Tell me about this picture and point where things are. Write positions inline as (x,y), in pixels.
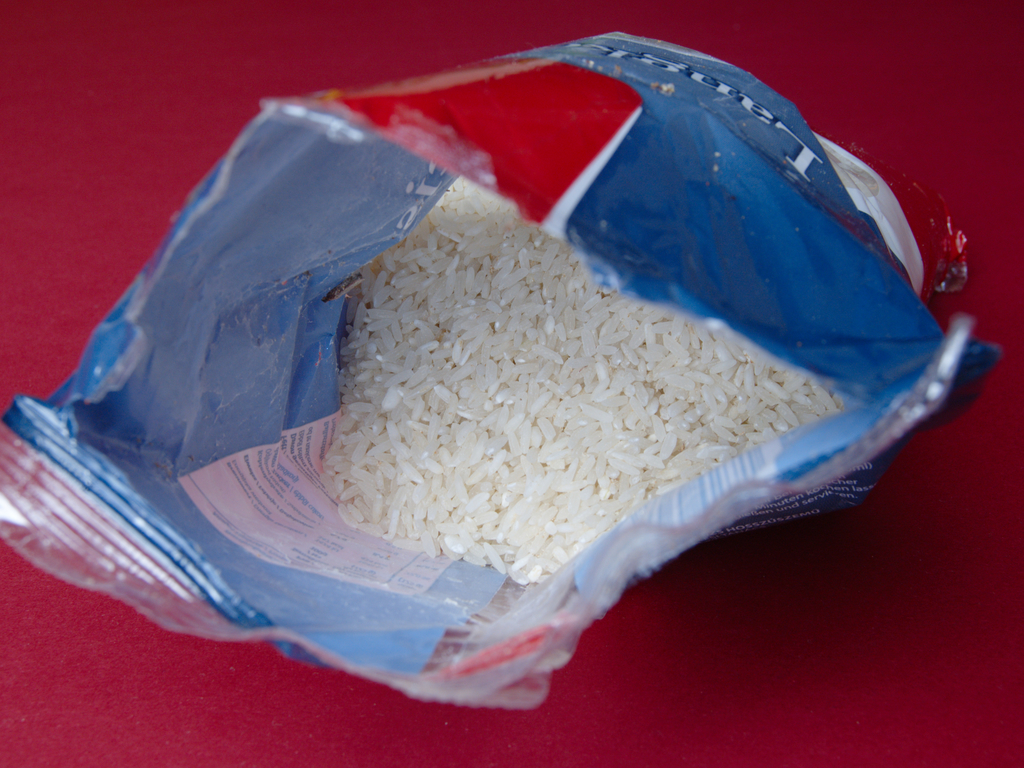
In this image there is a rice (514,341) in a packet (803,272) which was placed on a red colored surface (722,682).
